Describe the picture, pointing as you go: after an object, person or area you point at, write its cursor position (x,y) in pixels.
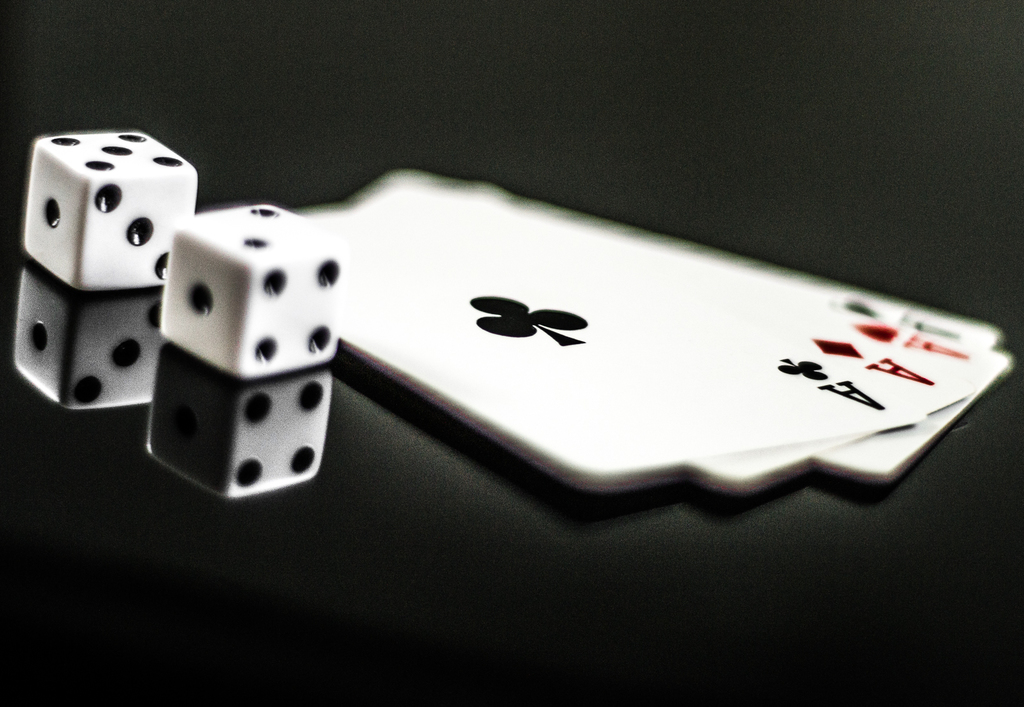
These are the cubes (186,230), on the right side (846,295) there are playing cards (526,343).
